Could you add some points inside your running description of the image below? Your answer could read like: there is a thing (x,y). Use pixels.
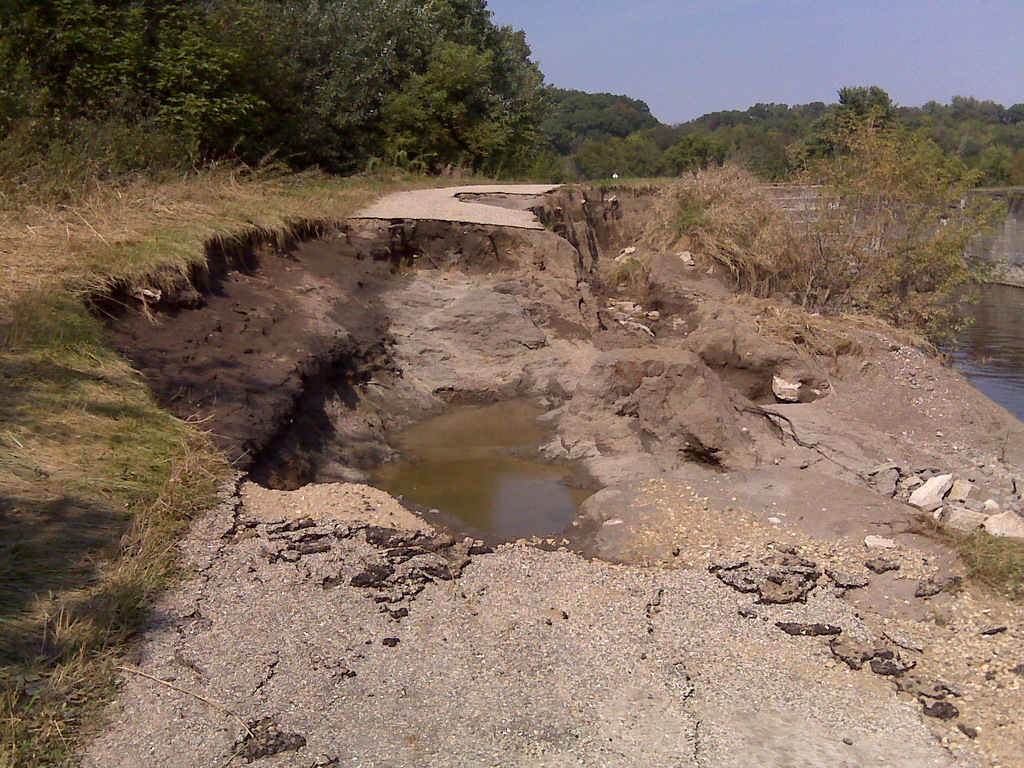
In this image at the bottom (438,619) there is some water (519,471), and some sand plants (704,189) and on the left side (72,285) there is grass (104,178). And in the background (498,140) there are trees (943,175) and walkway (461,193), at the top (599,68) there is sky (573,62) on the right side of the image (959,337) there is some water (971,356).
